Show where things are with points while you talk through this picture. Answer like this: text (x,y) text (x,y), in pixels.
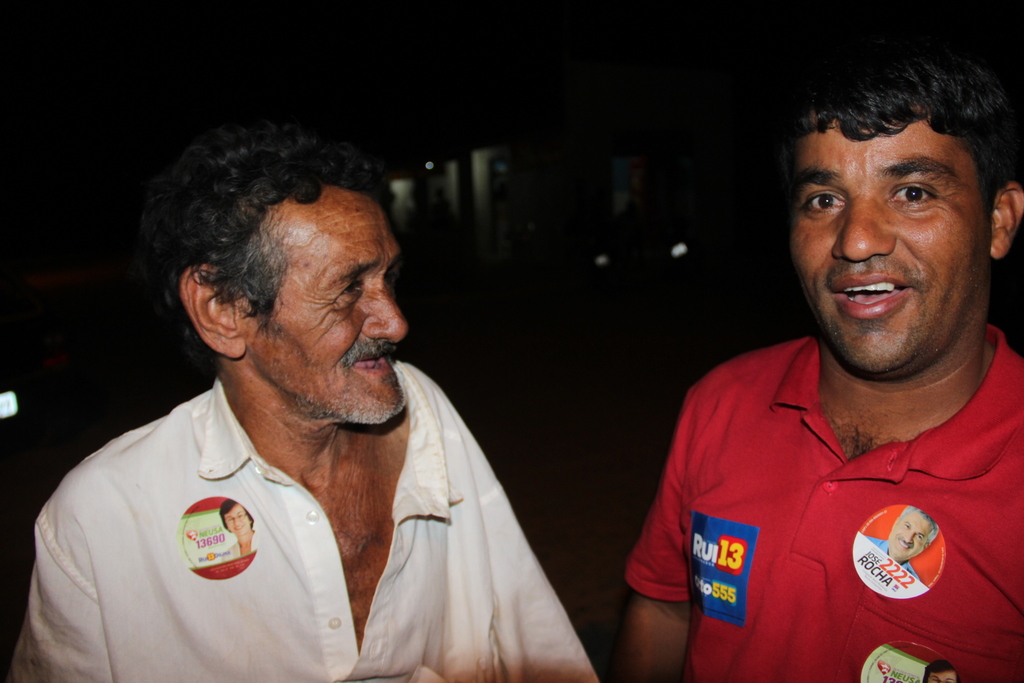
In this image, we can see people (343,450) smiling.
